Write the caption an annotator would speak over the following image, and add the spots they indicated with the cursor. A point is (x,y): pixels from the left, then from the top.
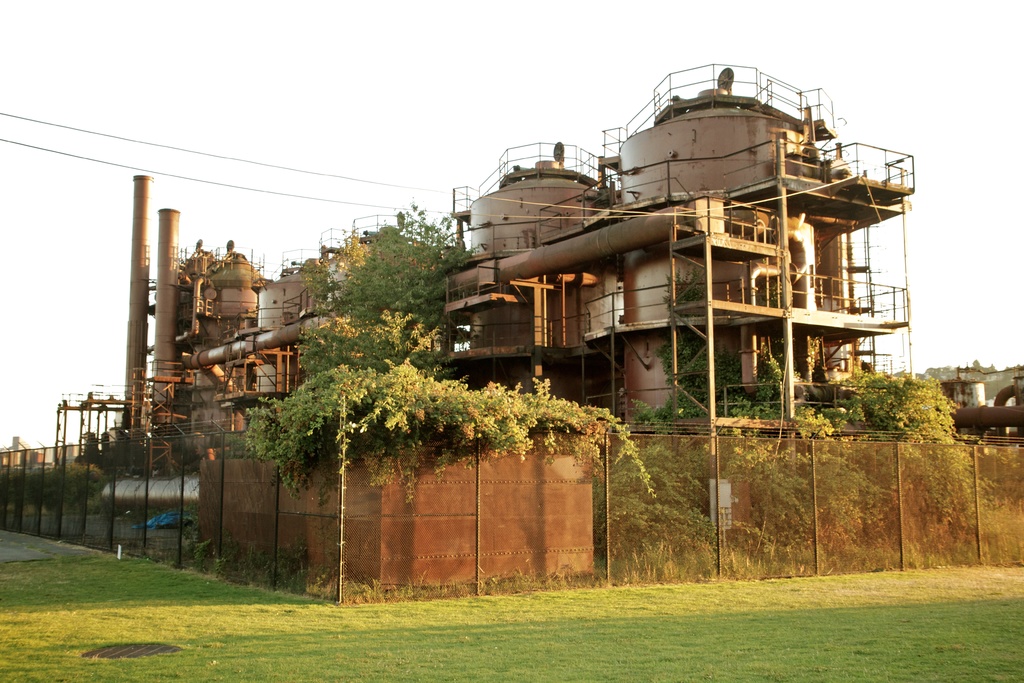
In this image, this looks like a factory (556,268). These are the pipes (164,317). I think this is a fence (693,528). I can see the trees (376,282). At the bottom of the image (201,618), here is the grass (708,616). This is the sky (606,85).
